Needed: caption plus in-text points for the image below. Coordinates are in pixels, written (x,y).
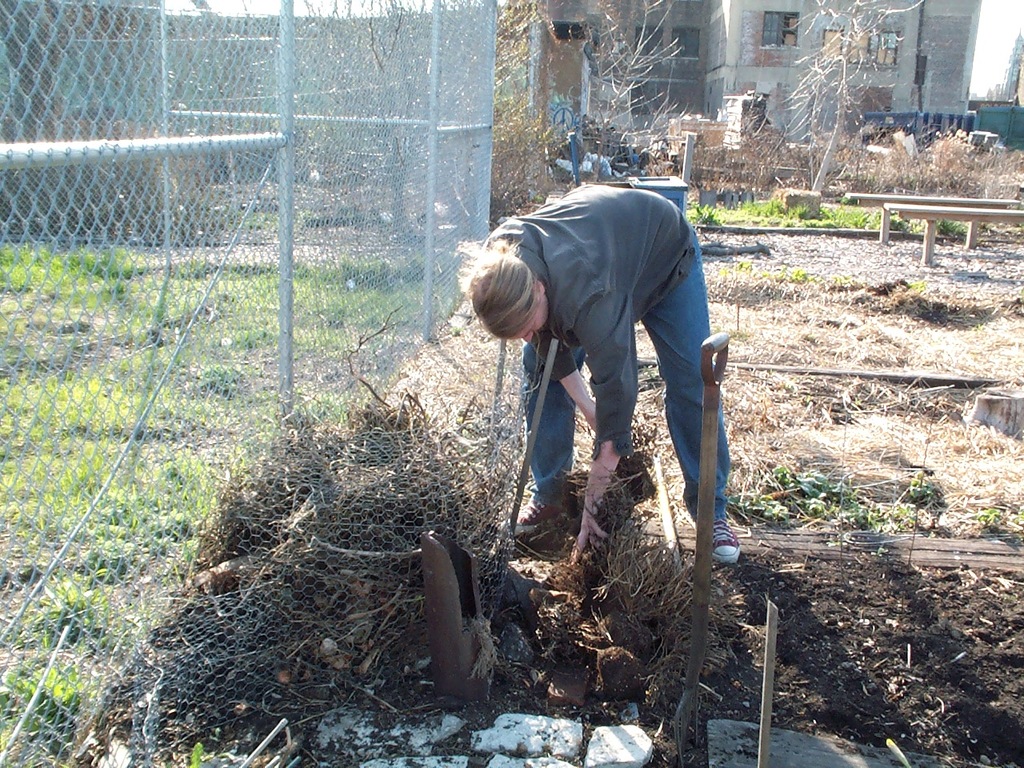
In the background (690,110) we can see a buildings (873,73), windows (698,51) and the sky (1009,35). On the left side of the picture (146,285) we can see green grass (81,404), a mesh (209,182), poles (164,147). In this picture we can see a person (703,306) cleaning the dust (588,572). On the ground (880,501) we can see dried grass (962,508), wooden poles (924,542), dried plants (969,162) and trees (825,171).
